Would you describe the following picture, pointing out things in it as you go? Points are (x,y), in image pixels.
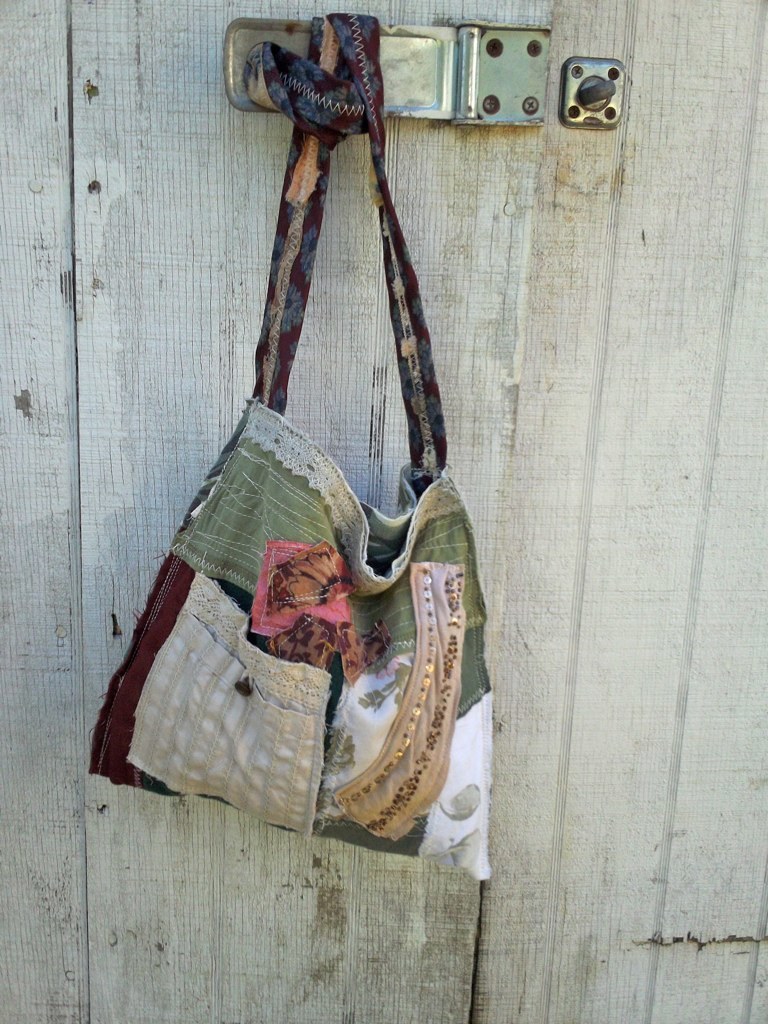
In this image we can see a cloth bag (260,694) is tied to the handle (544,73). We can see a wooden door (57,514) in the background (114,334).
